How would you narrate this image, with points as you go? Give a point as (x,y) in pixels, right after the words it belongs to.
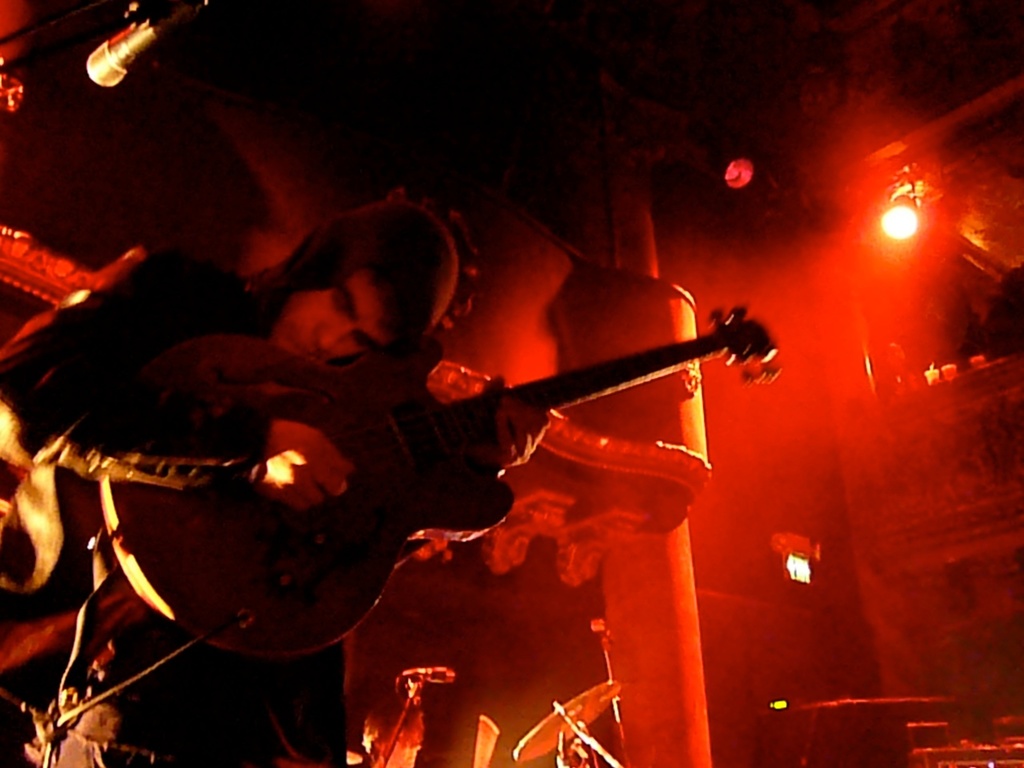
In this image there is a person (433,231) wearing black color jacket (129,361) playing guitar (454,490) and at the background of the image (951,283) there is red color light (716,373).
